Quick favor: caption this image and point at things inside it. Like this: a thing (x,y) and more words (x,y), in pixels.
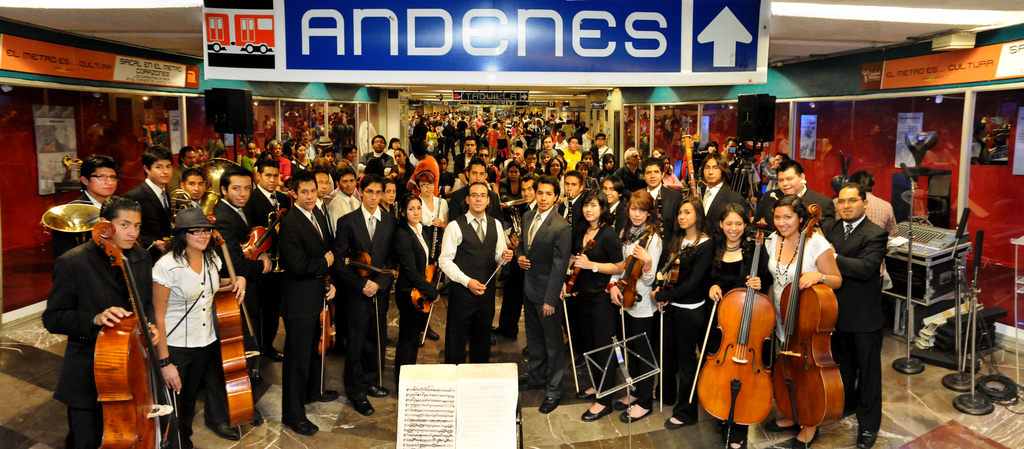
In the picture we can see a huge hall (1002,184) in it we can see many public (462,248) are standing and some people (761,271) are holding musical instruments (258,256) and they are in blazers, ties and shirts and to the ceiling (514,93) we can see a name Andenes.
